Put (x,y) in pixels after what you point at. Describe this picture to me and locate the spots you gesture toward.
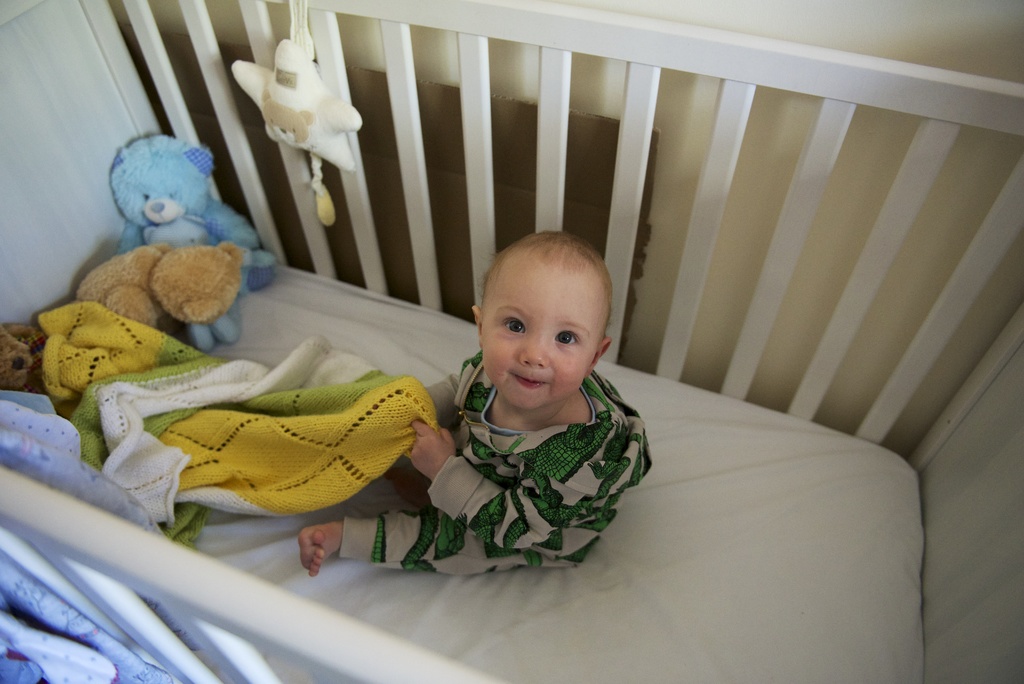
In this image there is a kid (466,493) sitting on the bed (655,393) holding towel (345,397) in his hand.
